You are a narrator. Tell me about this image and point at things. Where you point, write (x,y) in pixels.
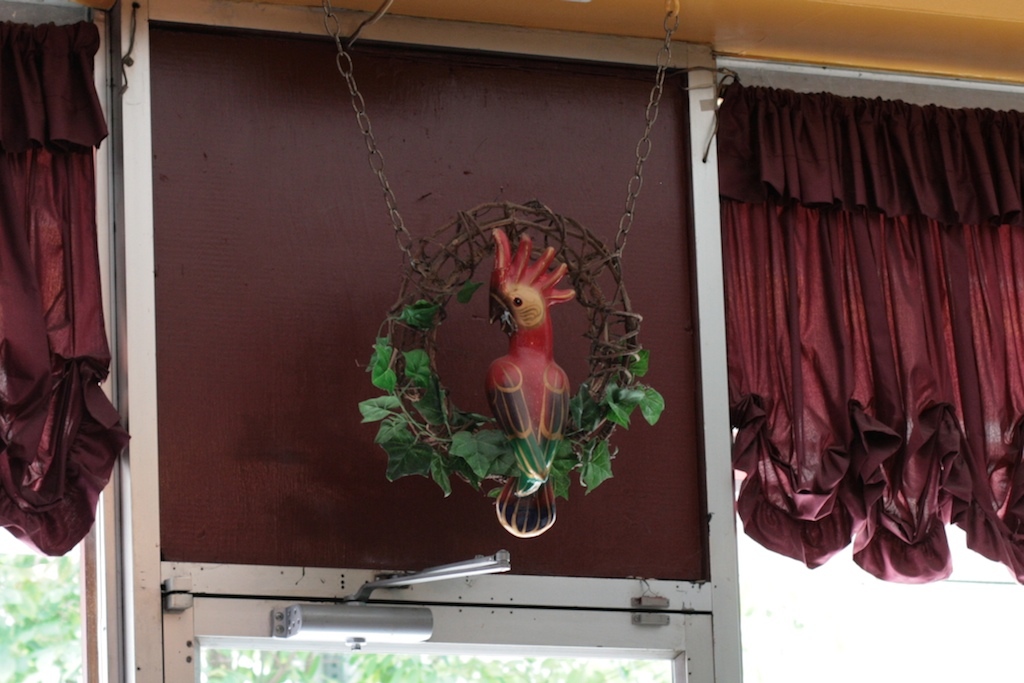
In the image there is a window (51,634) and there are two curtains (42,367) in front of the windows (40,591), in the middle (524,248) there is a parrot toy (492,293) hangs down and behind the window (90,631) there are few trees (267,656).
